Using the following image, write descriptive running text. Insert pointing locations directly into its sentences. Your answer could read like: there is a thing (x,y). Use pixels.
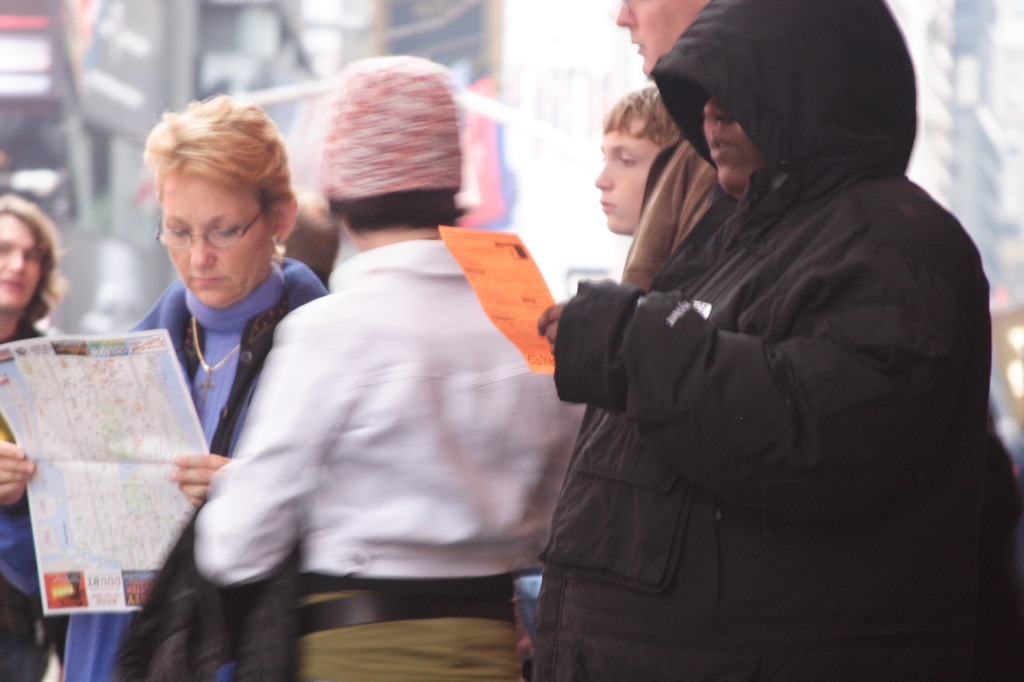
In this image we can see few people (500,350) and two of them are holding papers (98,426) and a blurry background (909,25).
